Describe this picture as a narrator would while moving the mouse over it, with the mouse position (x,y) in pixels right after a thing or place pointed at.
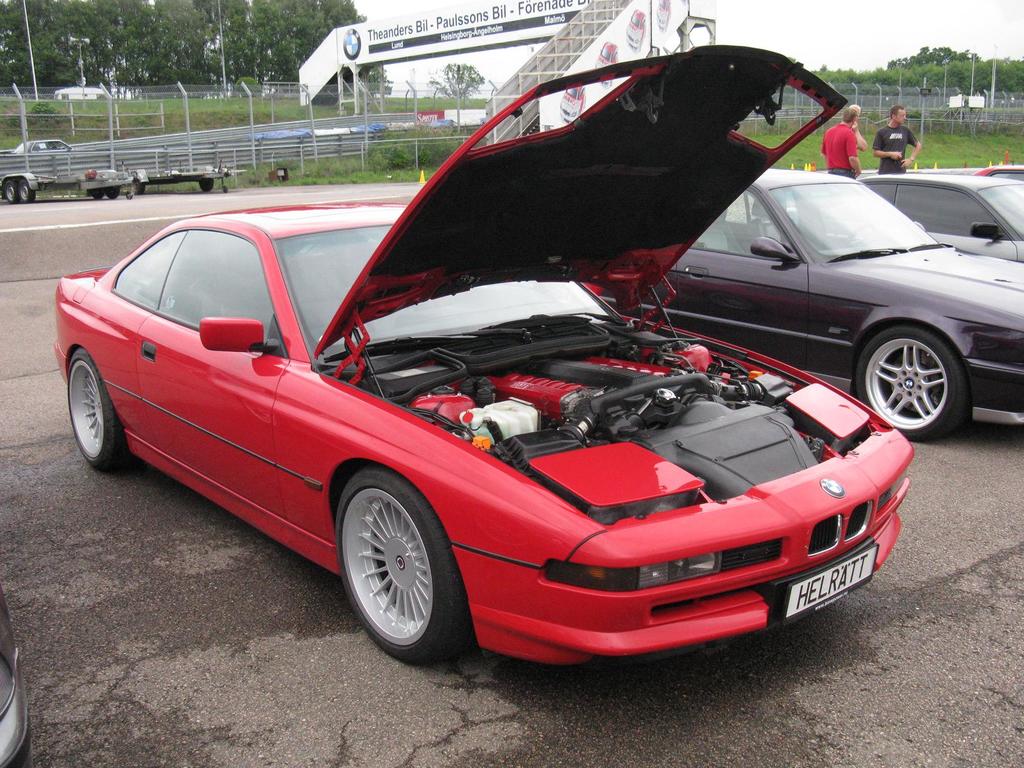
In the picture we can see a car (151,312) parked on the path (12,489), the car (127,334) is red in color and beside it, we can see some other cars (1017,278) are parked and behind it, we can see two people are standing, and behind them, we can see a road (39,242) and grass surface (771,145) and behind it we can see fencing (253,98) and fly over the path (52,234) and in the background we can see trees (900,73) and sky (933,38).
